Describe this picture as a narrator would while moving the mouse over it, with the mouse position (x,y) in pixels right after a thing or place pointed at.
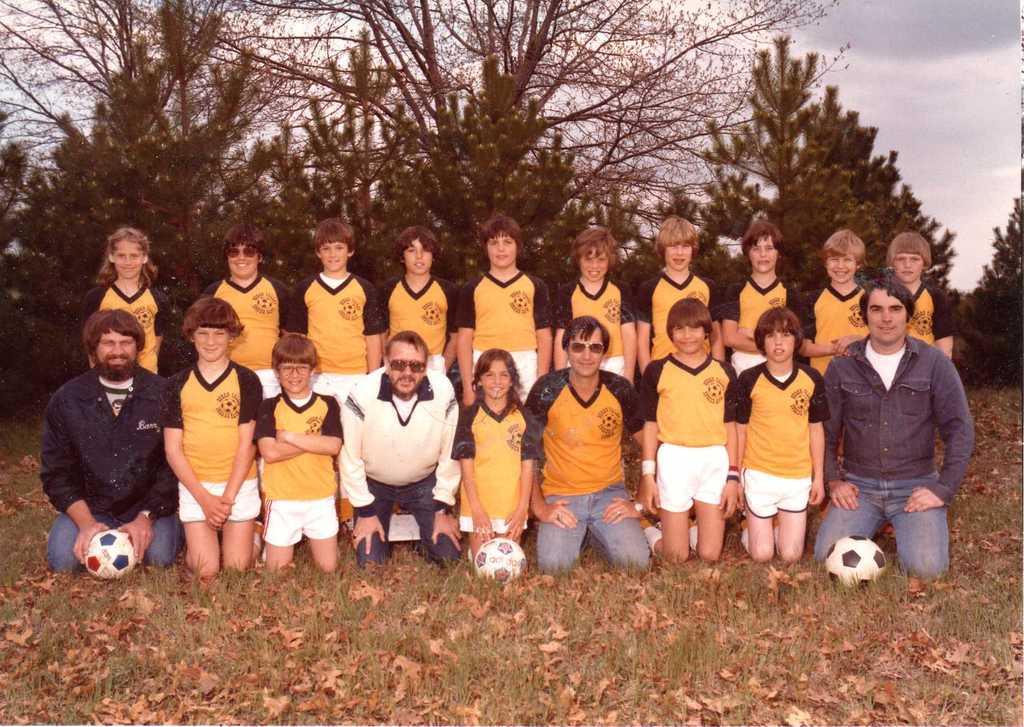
This is a picture of a team (110,495) who are sitting on the grass (61,586) and there are three balls (507,540) and also some trees (474,85) behind them.
